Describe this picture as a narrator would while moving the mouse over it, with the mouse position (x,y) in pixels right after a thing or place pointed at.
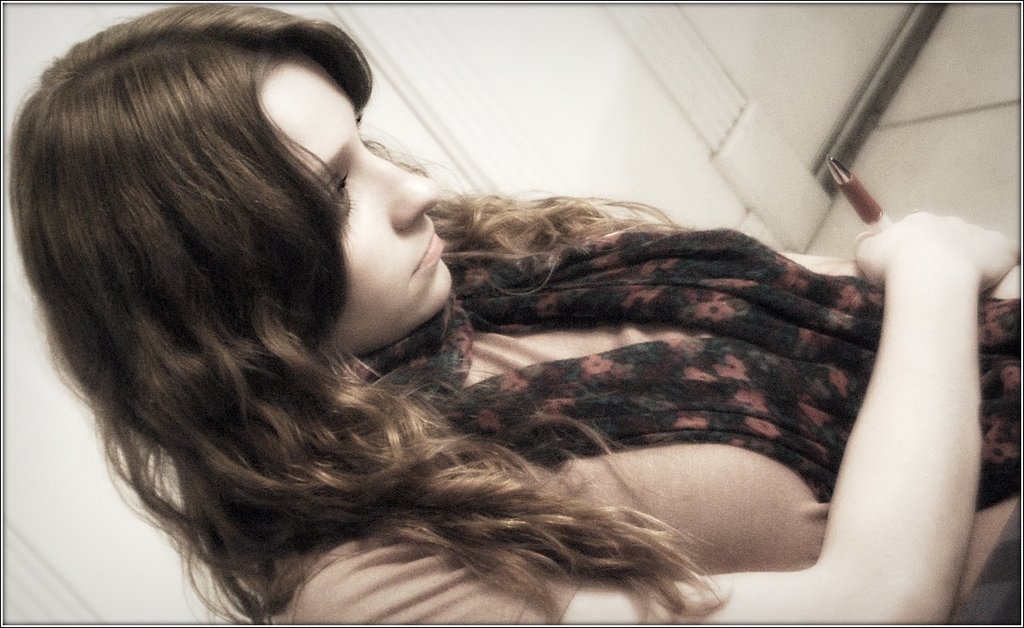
In the foreground of this image (515,407), there is a woman (426,426) in orange color T shirt (423,577) and a scarf (755,396) around her neck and she is holding a pen (859,210) in her hand (899,232). In the background (679,145), there is a wall (752,109) and the floor (887,127).
